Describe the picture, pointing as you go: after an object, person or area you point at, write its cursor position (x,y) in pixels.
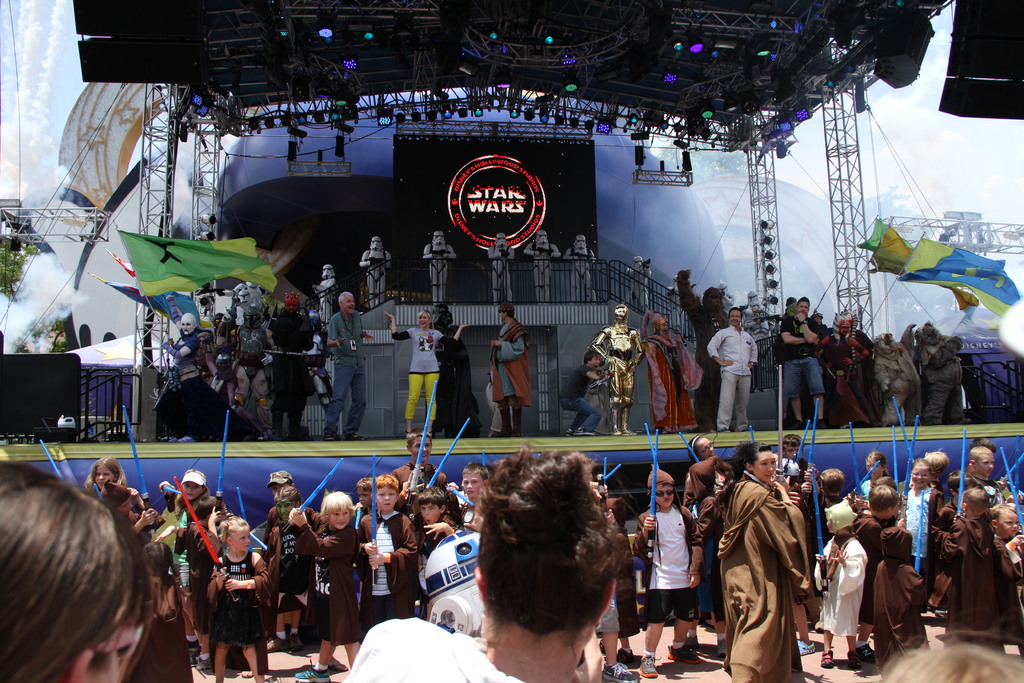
In this image I can see number of people (571,643) and number of children (403,553) are standing. I can see most of them are wearing brown colour dress (999,583) and I can see most of them are holding blue colour things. In background (175,221) I can see number of lights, smoke (43,270) and few flags (168,268). I can also see something is written in background (512,216).
